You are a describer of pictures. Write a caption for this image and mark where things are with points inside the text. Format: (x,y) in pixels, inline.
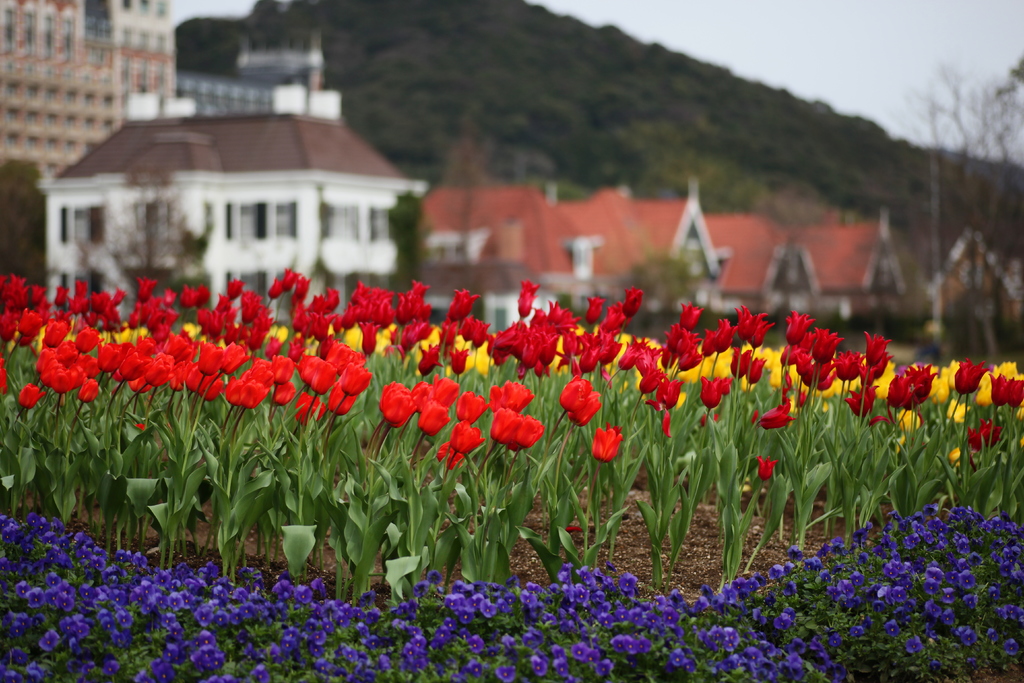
In this picture we can see leaves (461,492) and different colors of flowers (667,413) here, in the background (242,182) there are some buildings (282,196), we can see trees (820,175) here, there is the sky (834,105) at the right top of the picture (890,36).
